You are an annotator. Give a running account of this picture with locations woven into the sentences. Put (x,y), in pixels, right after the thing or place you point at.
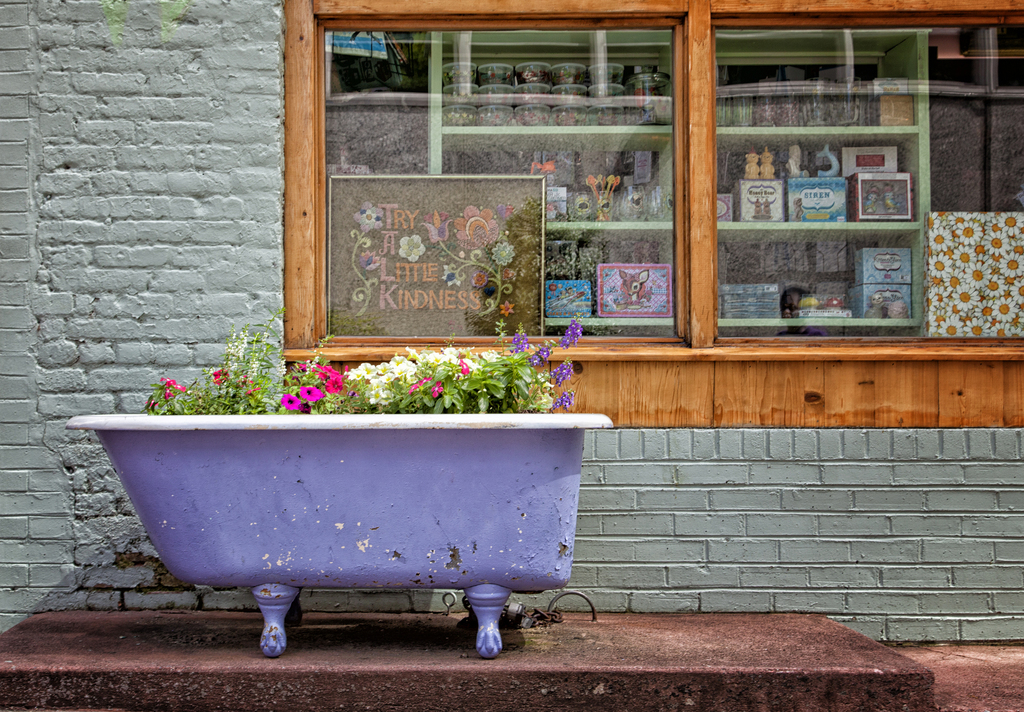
In this picture I can see there is a flower pot (394,566) here and it has few flowers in it and there is a wall (173,105) and there is a window (519,262) here and there are few objects (779,220) placed here in the shelf (811,225).
